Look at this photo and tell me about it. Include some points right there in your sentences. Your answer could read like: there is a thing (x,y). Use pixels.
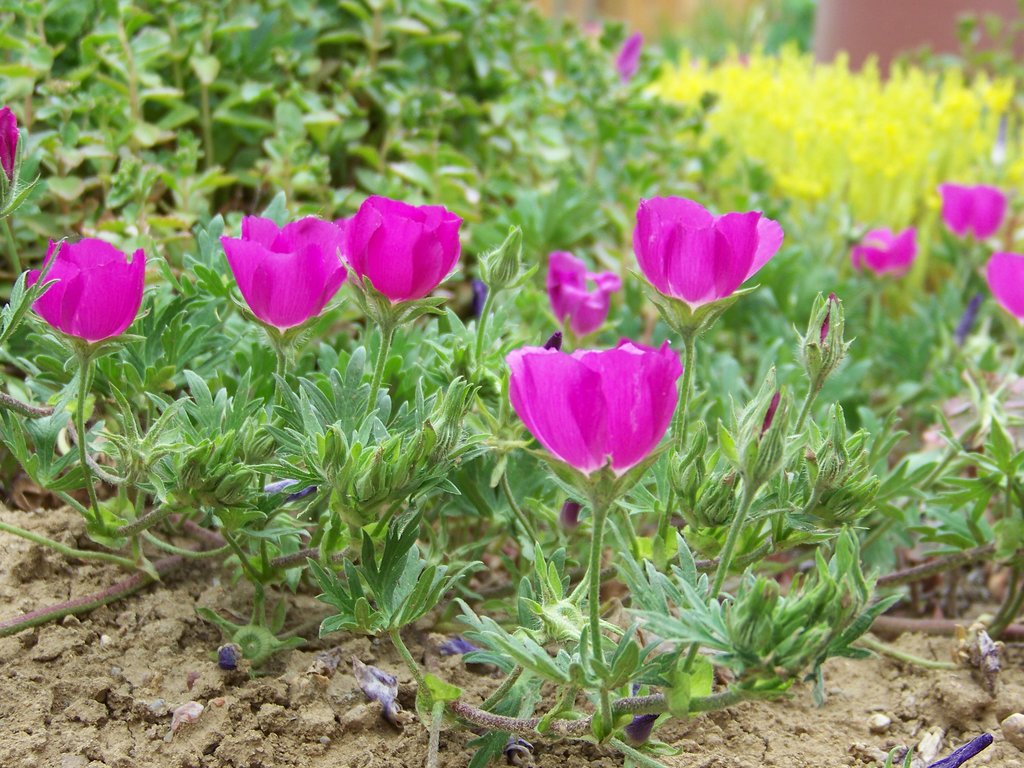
This image consists of flowers (56,327) in pink color. At the bottom (568,572), there are plants (219,506) on the ground (925,696). In the background (950,98), we can see yellow flowers (727,77).
